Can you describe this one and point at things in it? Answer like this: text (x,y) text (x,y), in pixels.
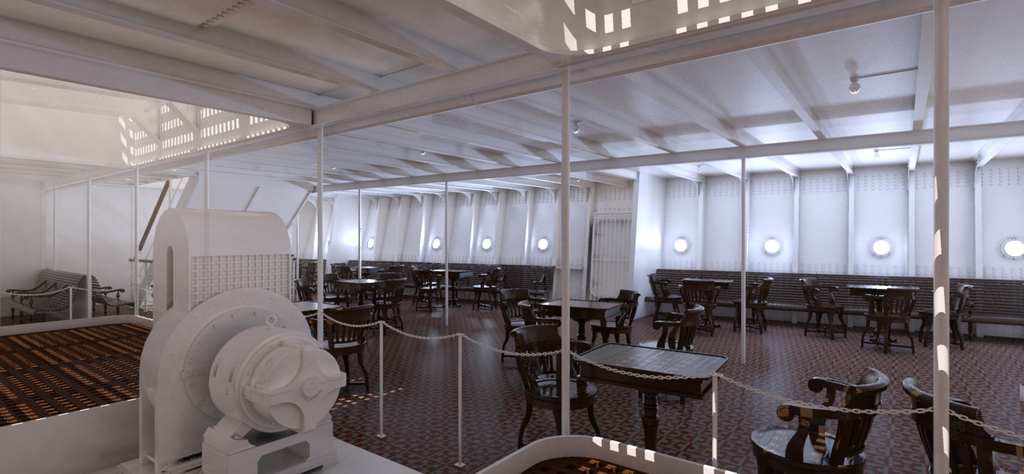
In this picture I can see few chairs (900,301), tables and looks like a machine (216,233) on the left side (233,236).
